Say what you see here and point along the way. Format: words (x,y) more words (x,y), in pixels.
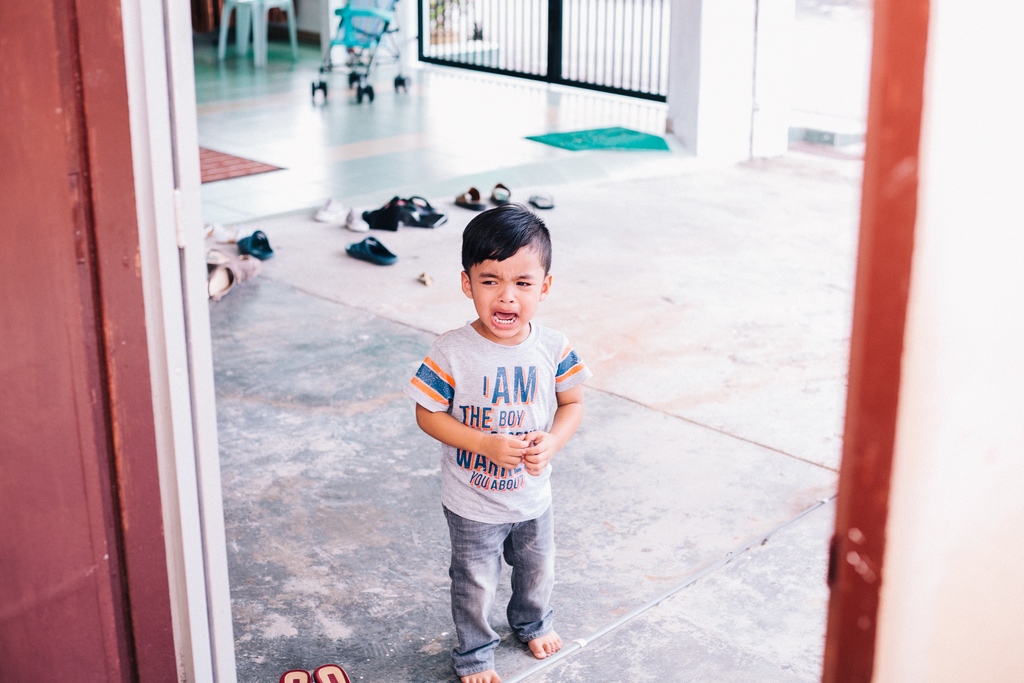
In the image there is a little kid (519,345) standing on the floor (550,303) crying and behind him there are footwear (253,255) on the floor (352,237) followed by a baby stroller (358,36) in front of the gate (590,43) and a chair (248,9), in the front (61,36) it seems to be an entrance (127,361).
